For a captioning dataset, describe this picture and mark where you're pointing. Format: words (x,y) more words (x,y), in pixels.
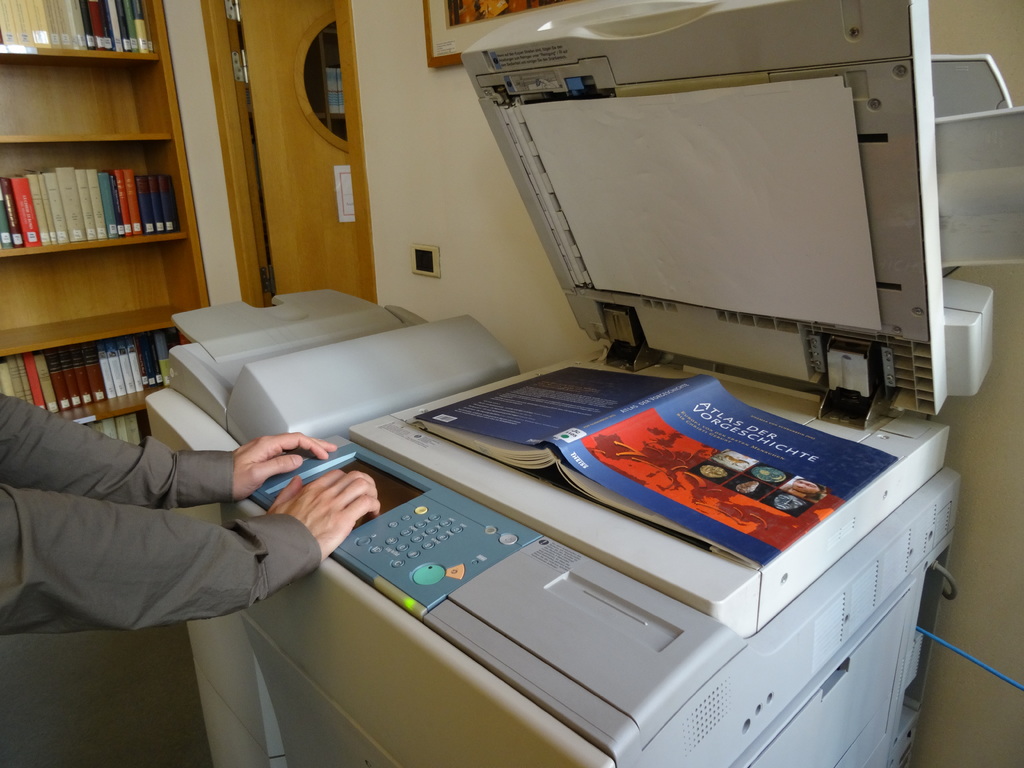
This picture is taken inside the room (516,465). In this image, on the left side (85,463), we can see the hand (330,502) of a person (318,499) keeping on the electronic machine (446,535). On the right side (690,543), we can see an electronic machine (643,534), on the machine (672,540), we can see a book (680,521). In the background (83,235), we can see some books (106,355) on the shelf (81,88), photo frame (458,48) which is attached to a wall (382,204) and a door (306,229).
